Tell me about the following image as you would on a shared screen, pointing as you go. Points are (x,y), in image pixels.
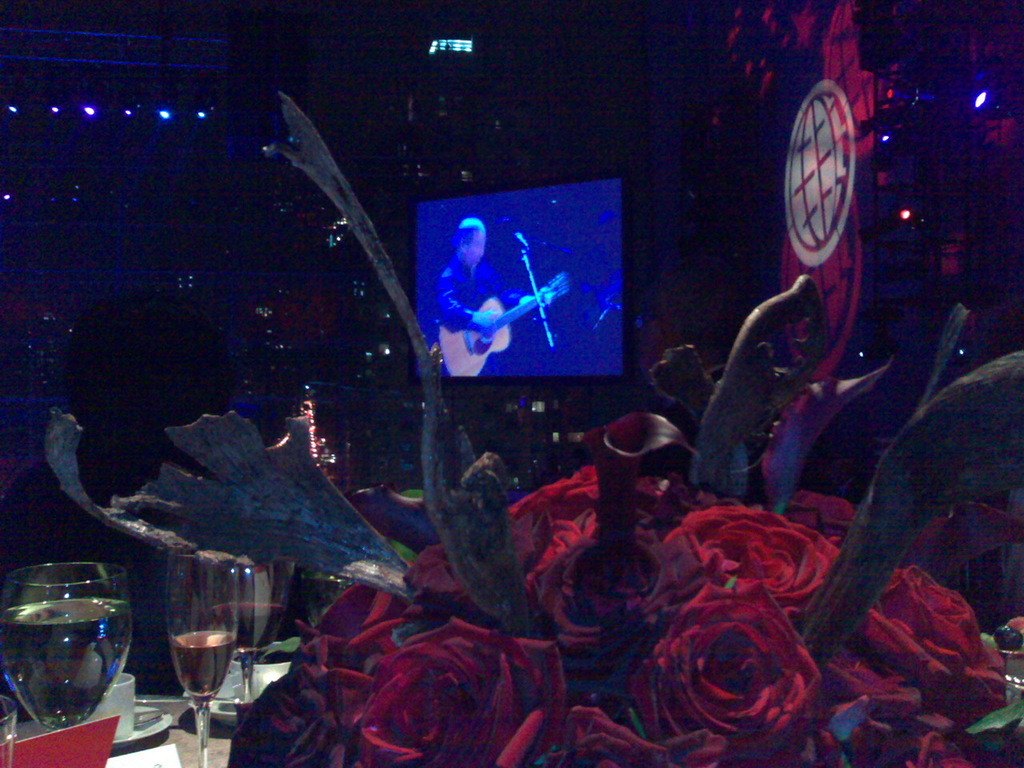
In this image, we can see a bunch of roses (689,607) and few objects (863,532). In the background (874,402), we can see the screen (587,318), dark view and lights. In the bottom left corner (207,662), there are glass (209,649) with liquids (90,637) and few objects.
